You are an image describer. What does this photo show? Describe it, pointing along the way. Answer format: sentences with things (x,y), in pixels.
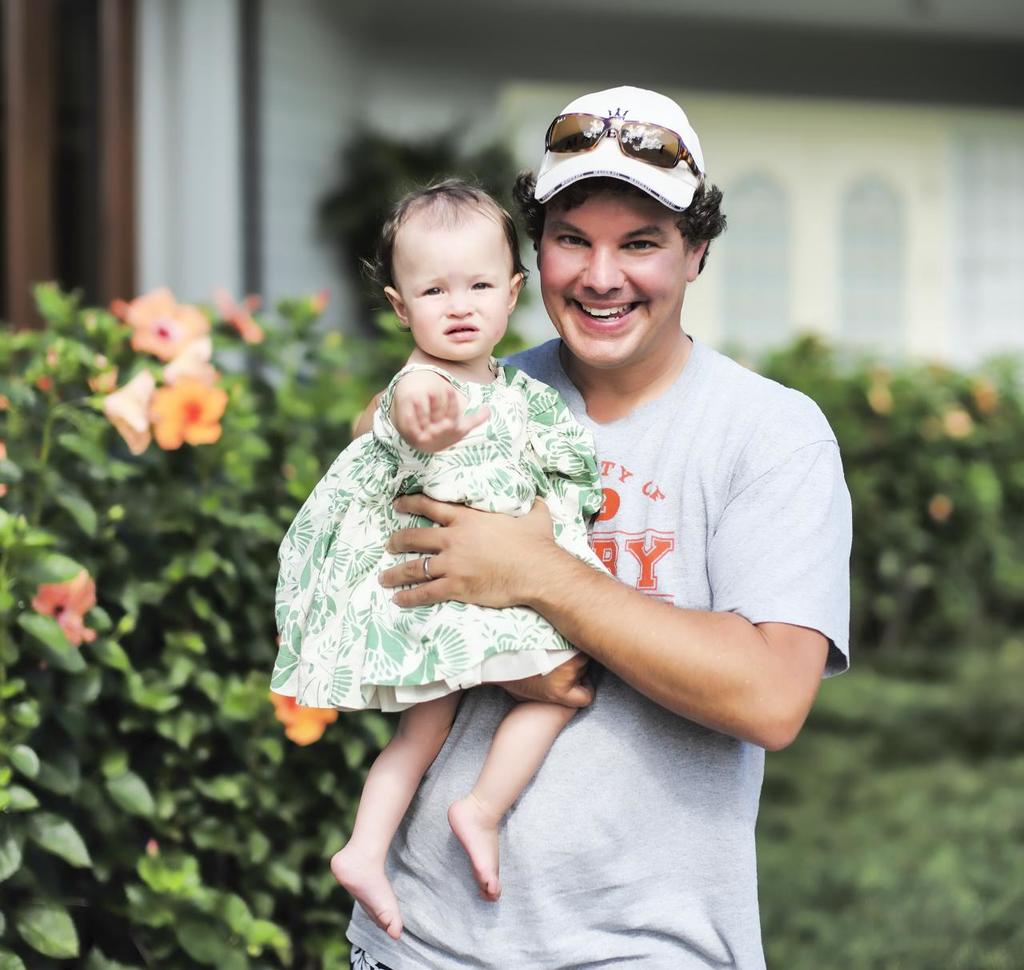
In this image, I can see a man (669,828) standing and smiling. He is carrying a girl (513,487). Behind the man (754,450), there are plants (171,392). There is a blurred background (136,194).
